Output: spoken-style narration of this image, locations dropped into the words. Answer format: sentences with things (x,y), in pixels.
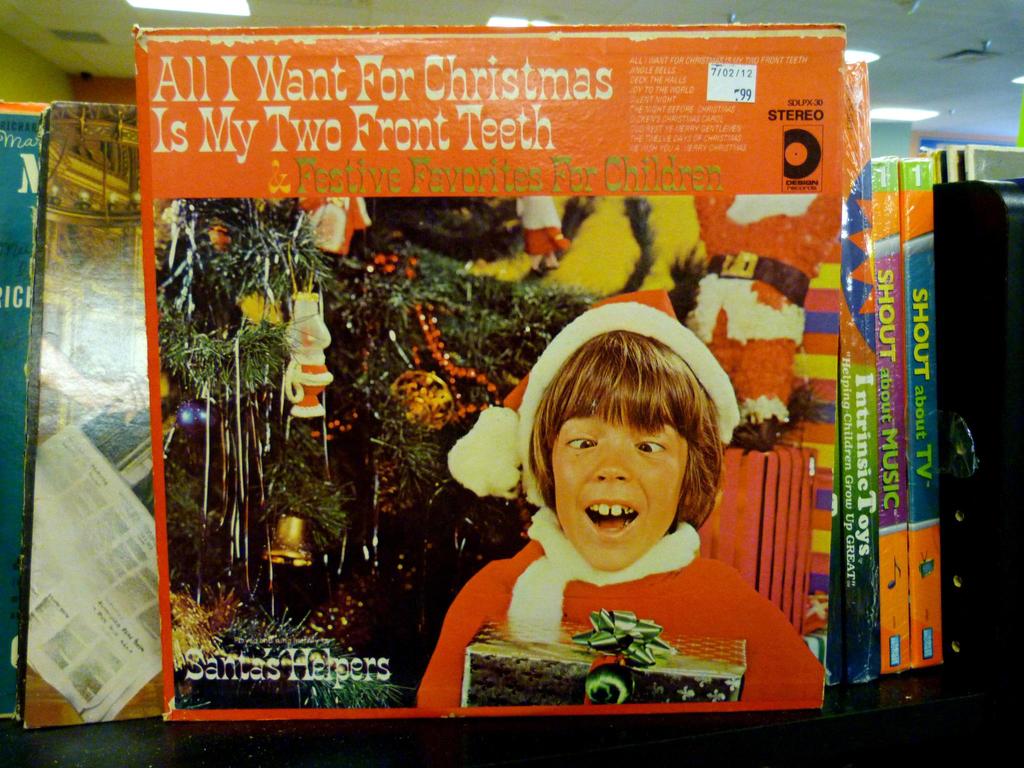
In this image we can see a group of books (110,259) on a surface (447,724). In the foreground (625,107) we can see a picture (540,494) of a person (644,402) and text (485,129) on the book (412,132). At the top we can see the roof (811,12) and lights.
